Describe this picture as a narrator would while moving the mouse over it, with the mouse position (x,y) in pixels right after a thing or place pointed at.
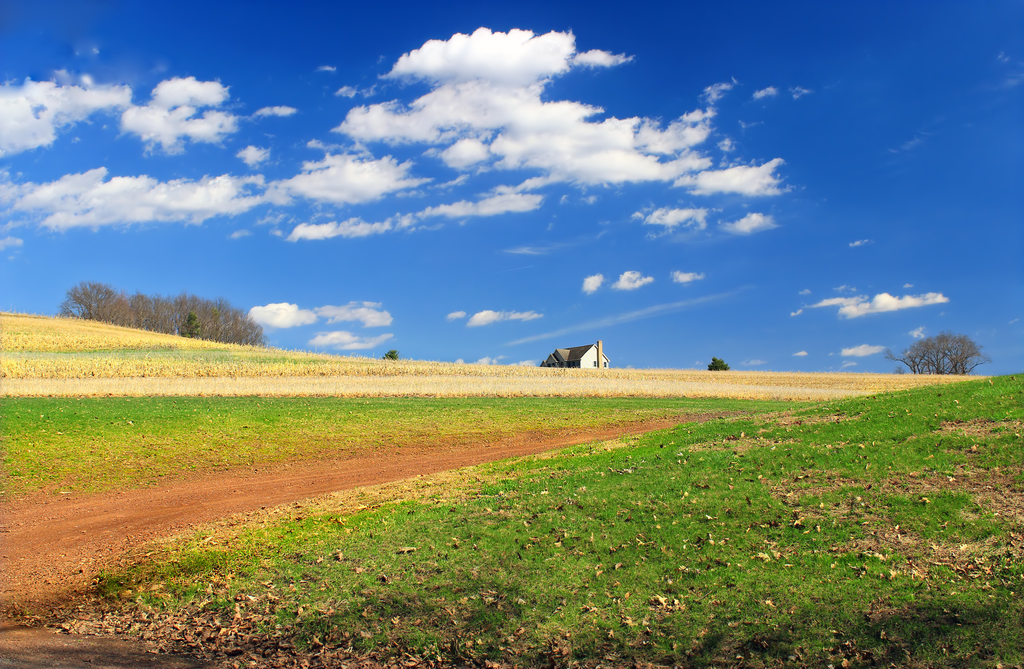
In this image we can see there is a grass (511,485) on the surface (218,467) of the area (195,386). At the center of the image (571,364) there is a house (583,355). In the background (472,240) there is a sky (822,187).
